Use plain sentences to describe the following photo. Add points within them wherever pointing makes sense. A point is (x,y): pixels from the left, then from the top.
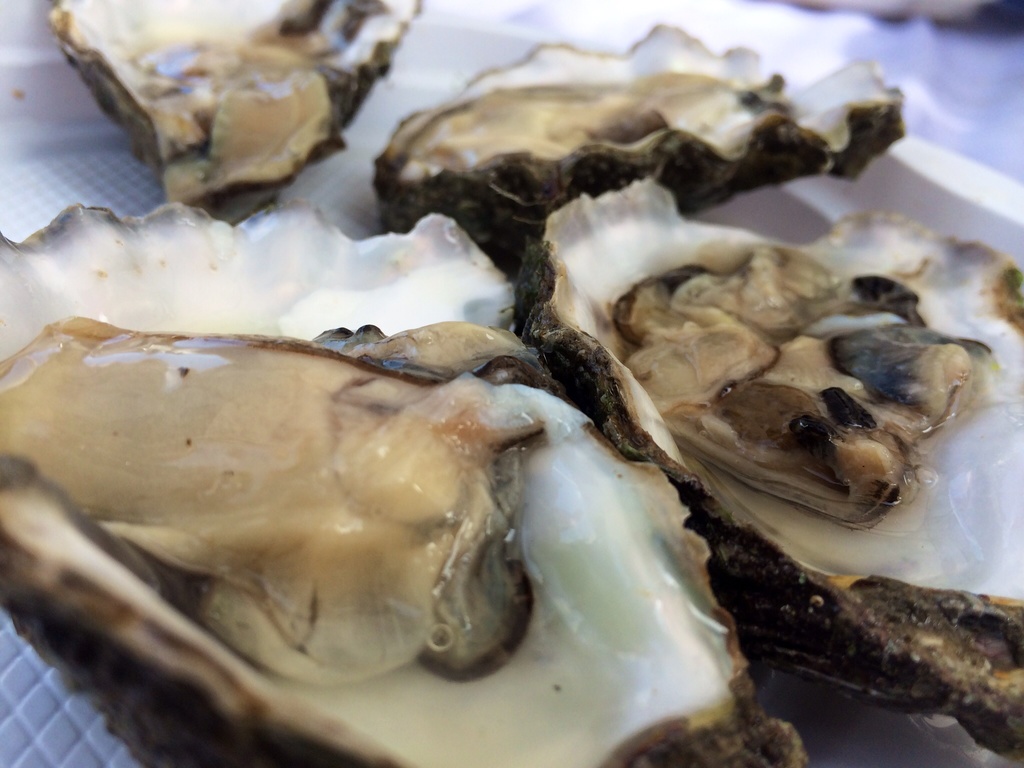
In the picture we can see some raw oysters (617,182).
